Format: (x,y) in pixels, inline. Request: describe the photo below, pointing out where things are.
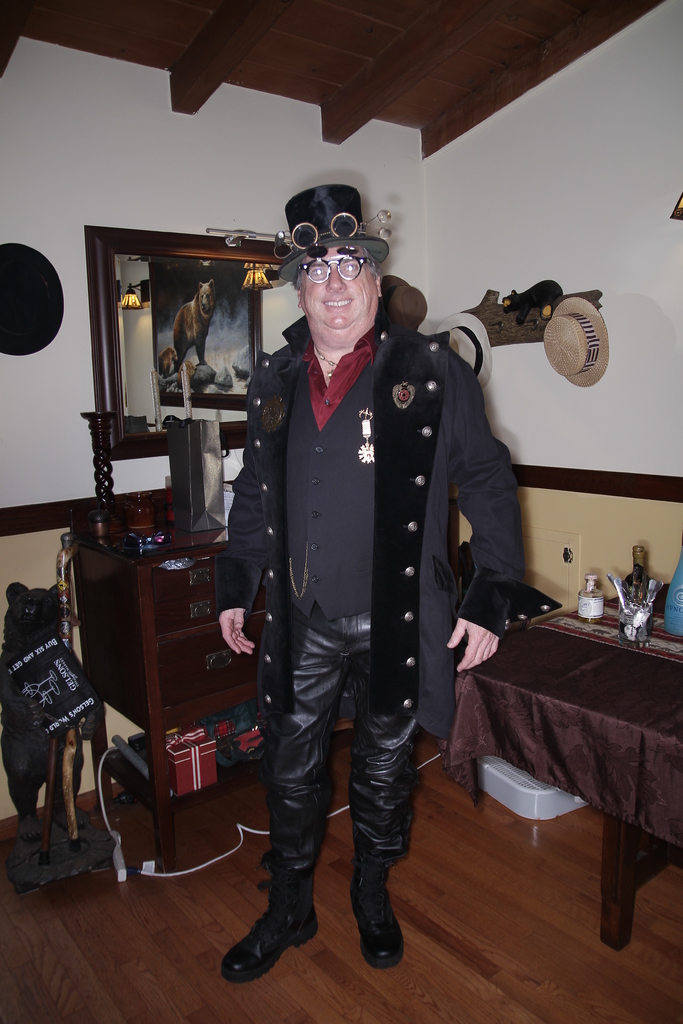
This image is clicked inside a room (225,681). There is a man (340,509) in the middle (340,509). He is wearing a black coat (245,541). There is a mirror (124,362) behind him. There are so many things (613,697) on the right side (575,676). There are hats (572,334) in the middle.
